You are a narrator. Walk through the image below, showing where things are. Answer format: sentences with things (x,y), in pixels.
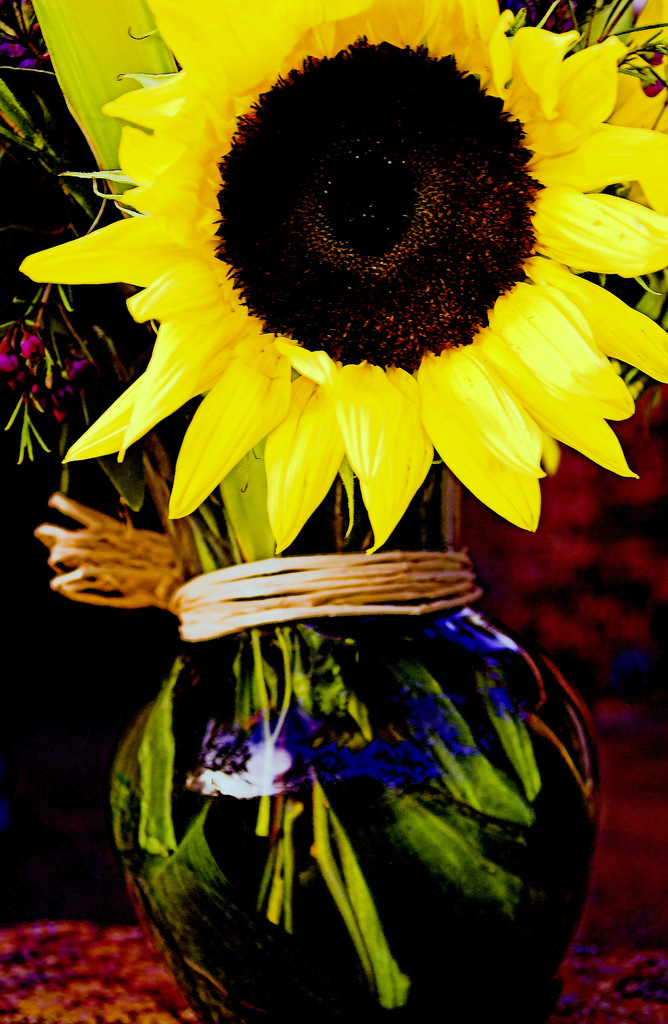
In this picture we can see a vase (395,830) with flowers (163,301) and leaves (259,496) in it. In the background (13,672) we can see some objects (594,527) and it is blurry.
